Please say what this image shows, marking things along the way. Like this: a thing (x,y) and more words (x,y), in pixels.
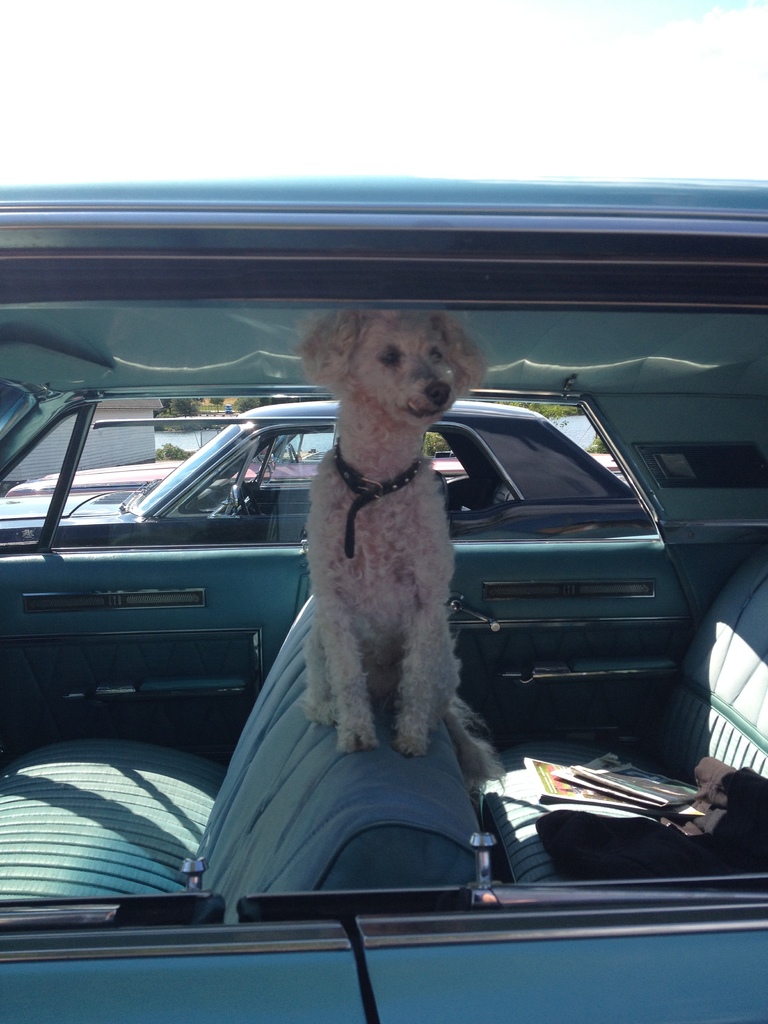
This dog (372,470) is highlighted in this picture. This dog (379,624) is sitting inside his car (701,663). Inside the car (636,685) there is a bag (625,823) and paper (575,770). Beside this car (574,619) there is a vehicle (464,472).
